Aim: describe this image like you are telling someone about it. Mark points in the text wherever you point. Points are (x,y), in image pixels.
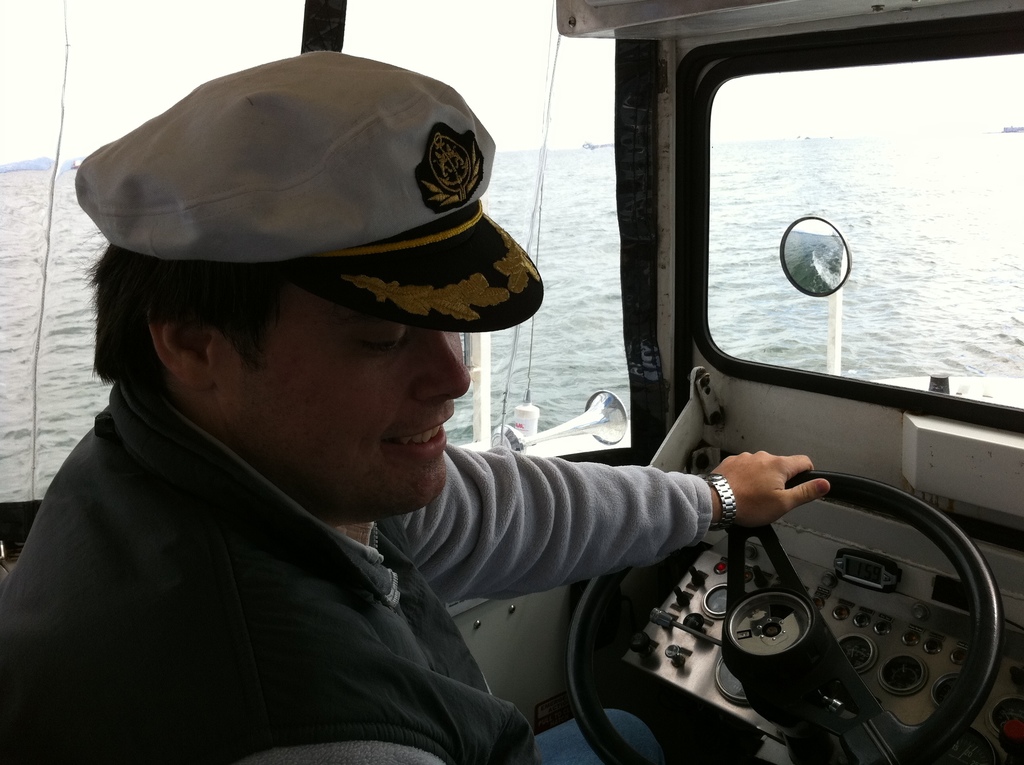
This picture is taken inside a boat (641,37). A person (355,422) wearing a cap (300,274) is holding the steering (808,650). Beside the person (535,458) there is a horn (537,441). A mirror (791,283) is attached to the boat (825,395). Background (944,220) there is water (584,326) having tides (563,284). Top of the image (510,105) there is sky (463,91).
